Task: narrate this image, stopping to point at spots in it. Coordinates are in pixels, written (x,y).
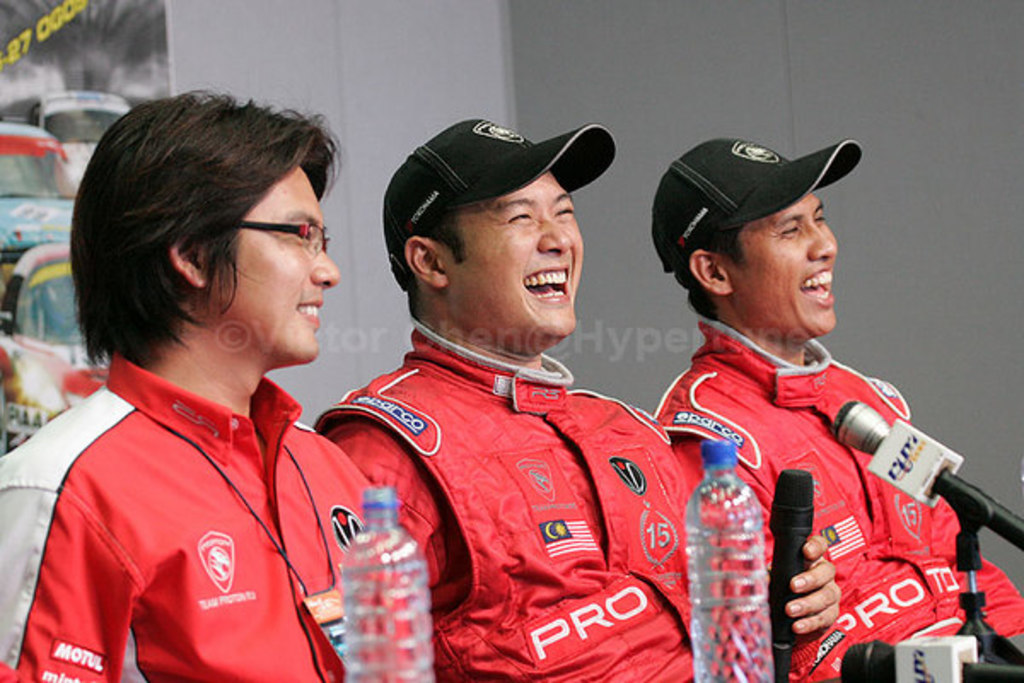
In the image there are three men (508,577), three of them are laughing they are wearing red costume (503,498) and there are three mics (975,489) in front of them and there are two bottles (726,552). In the background (163,68) there is a banner (134,57) and beside the banner (109,51) there is a wall (445,23).
